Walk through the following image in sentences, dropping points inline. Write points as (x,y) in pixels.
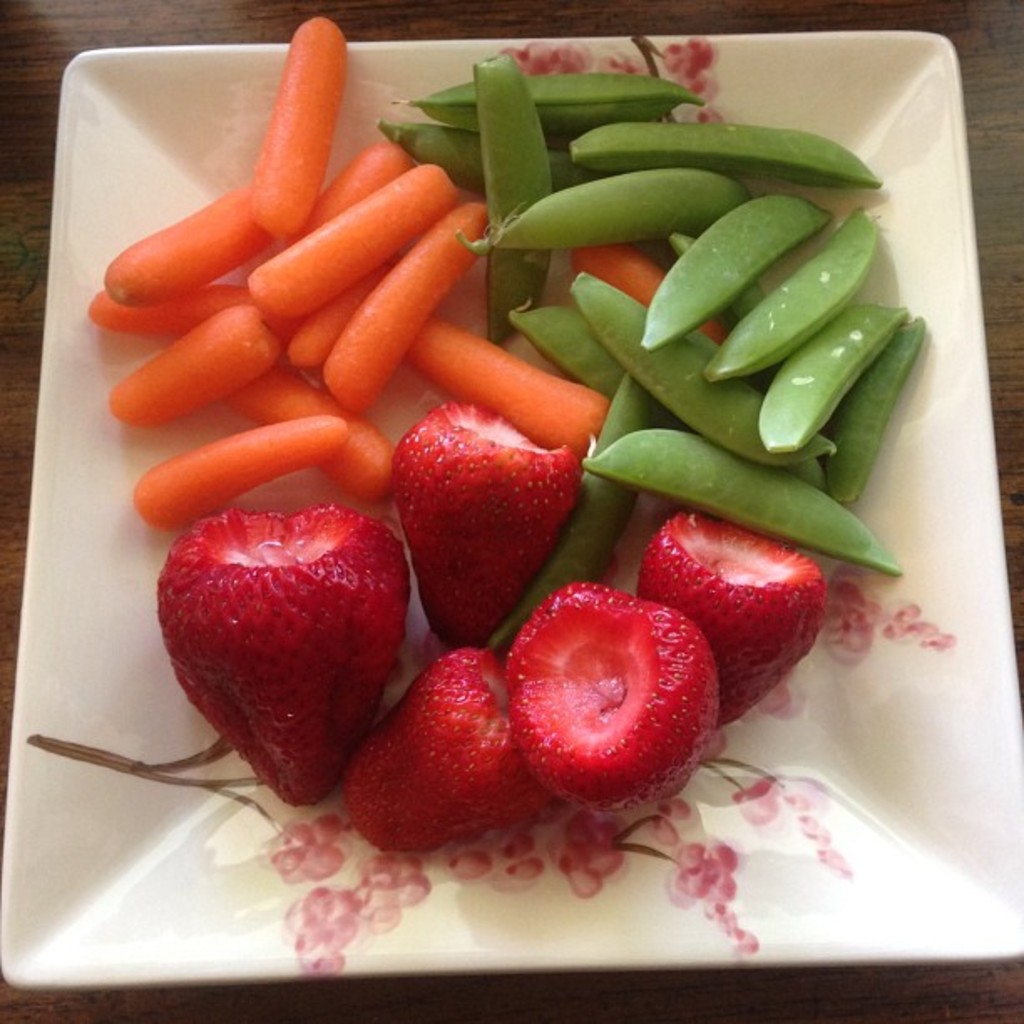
We can see strawberries (401,600), carrots (367,278) and vegetables (730,419) with plate (752,746) on wooden surface (812,31).
